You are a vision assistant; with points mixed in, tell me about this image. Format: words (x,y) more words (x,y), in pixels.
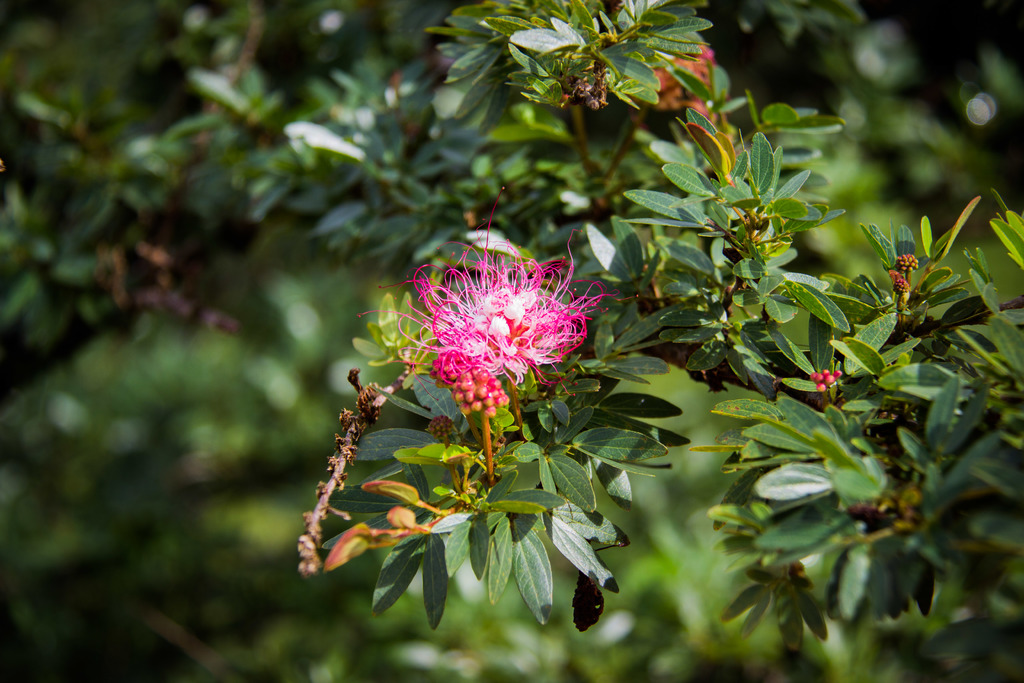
In this image I can see the pink color flower (505,383) and there are many leaves (713,353) in this picture and I can see in the background (265,422) is blurred.
